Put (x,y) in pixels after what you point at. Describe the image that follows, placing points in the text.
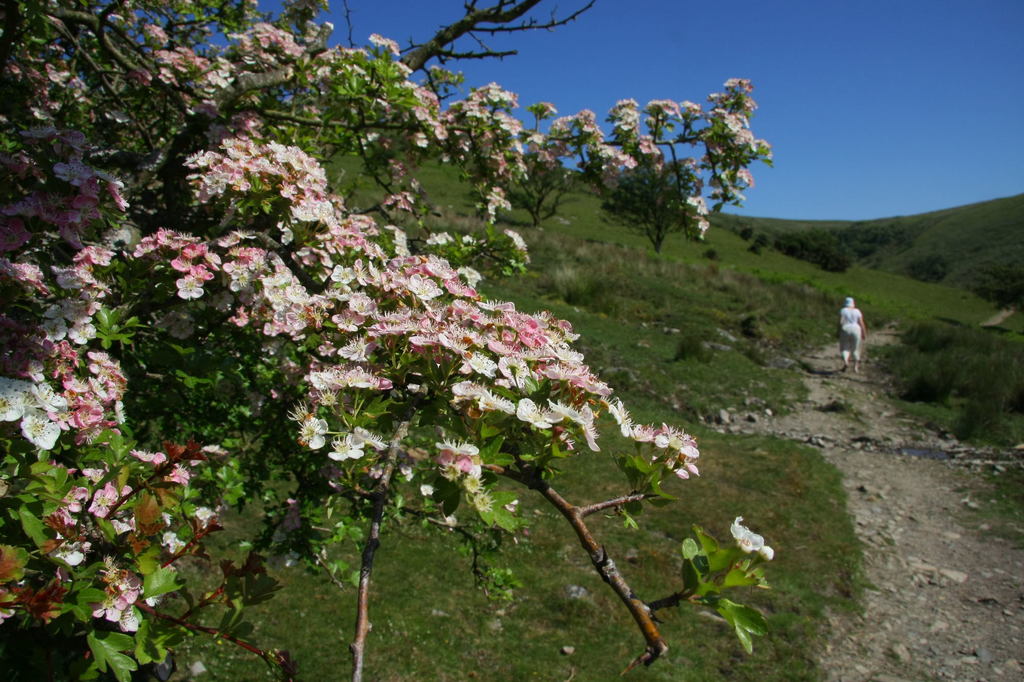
In this picture we can see flowers (450,355), leaves (458,250), stems (354,679) and land (558,551) covered with grass (597,529). On the right side (858,320), we can see a person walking on the ground (857,392). The sky (892,184) is blue.
